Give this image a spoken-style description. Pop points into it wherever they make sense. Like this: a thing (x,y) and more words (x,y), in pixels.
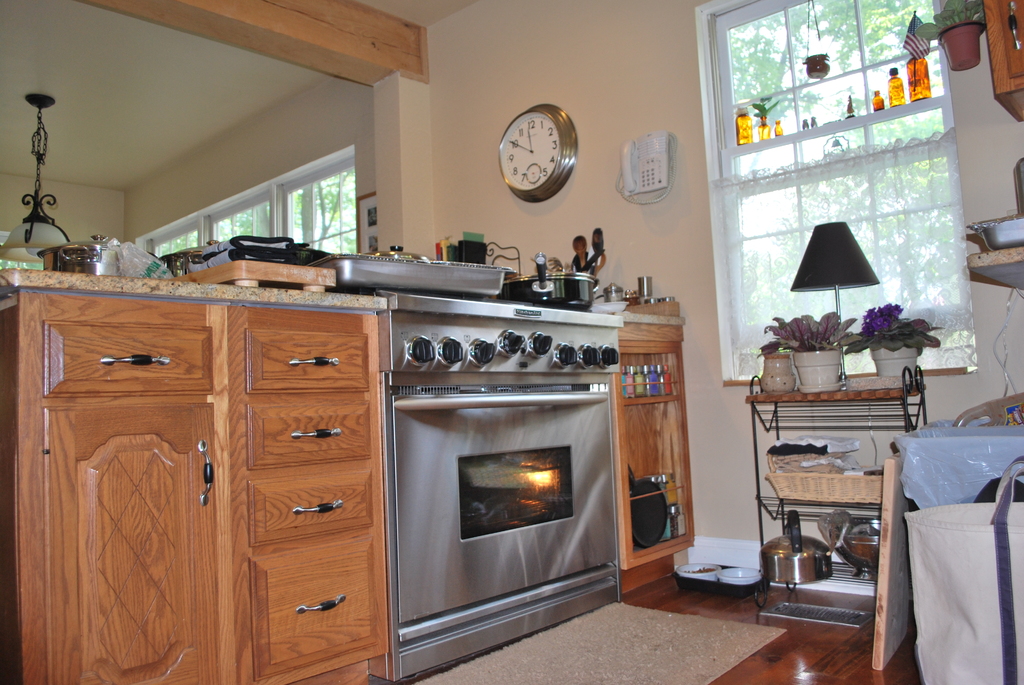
In this image we can see an oven (554,385). There are many utensils (591,303) placed on a table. There is a cabinet (228,470) in the image. There is a clock (559,141) and a telephone (648,181) on the wall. There are few house plants (857,348) and the trees (852,134) in the image. There is a lamp (834,260) in the image.
